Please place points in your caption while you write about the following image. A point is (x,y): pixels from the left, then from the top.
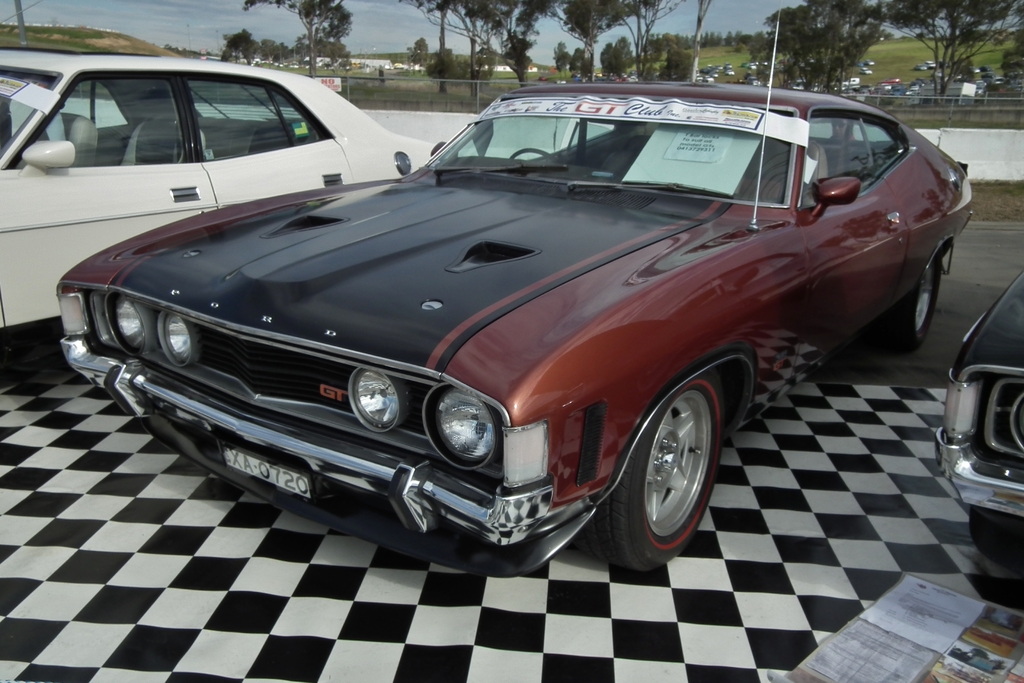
In this image I can see three cars (509,379) which are in white, red and black. These are to the side of the road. In the back (440,77) I can see the railing (395,106) and trees (517,43). There are many vehicles (922,81) in the ground (730,60) which are in different colors. And I can see the blue sky (382,28) in the back (391,28).
